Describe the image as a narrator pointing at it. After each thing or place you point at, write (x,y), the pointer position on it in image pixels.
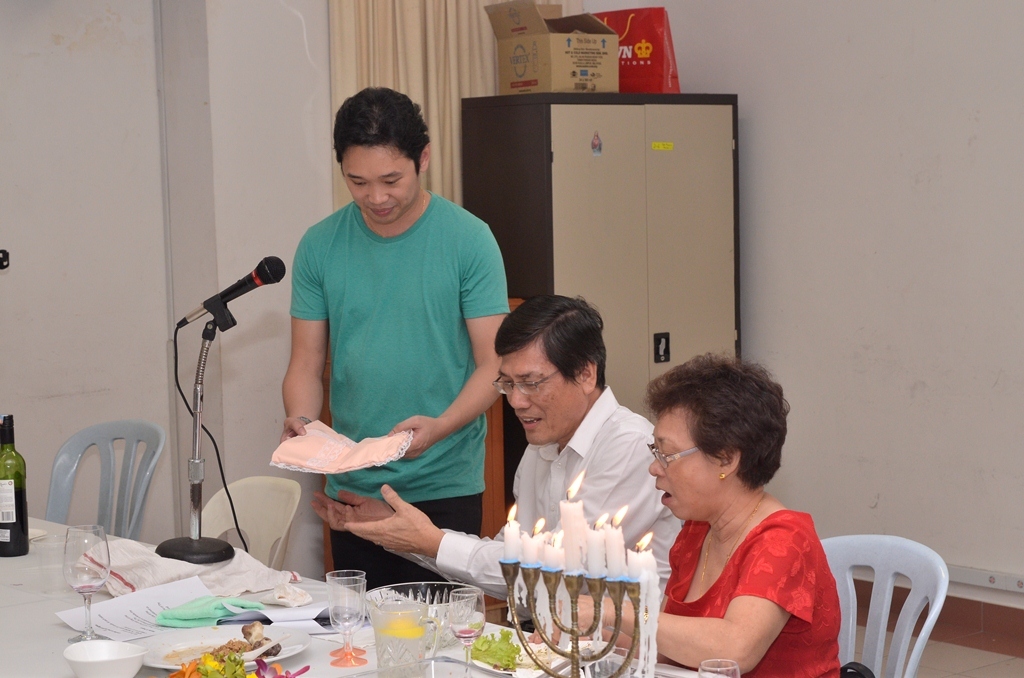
In this image I can see three people (624,490). Among them two people (624,490) are sitting on chairs (844,614) and one person (452,435) is standing. On the table (25,607) there is a mic (208,341), candles (638,578), glasses (356,621), bottle (5,487), papers (150,591), bowls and objects (240,591). In the background (625,161) there is a cupboard (624,148), bag (653,51), curtains (454,104), cardboard box (609,47) and walls (165,39). A man (378,287) is holding an object (351,450).
